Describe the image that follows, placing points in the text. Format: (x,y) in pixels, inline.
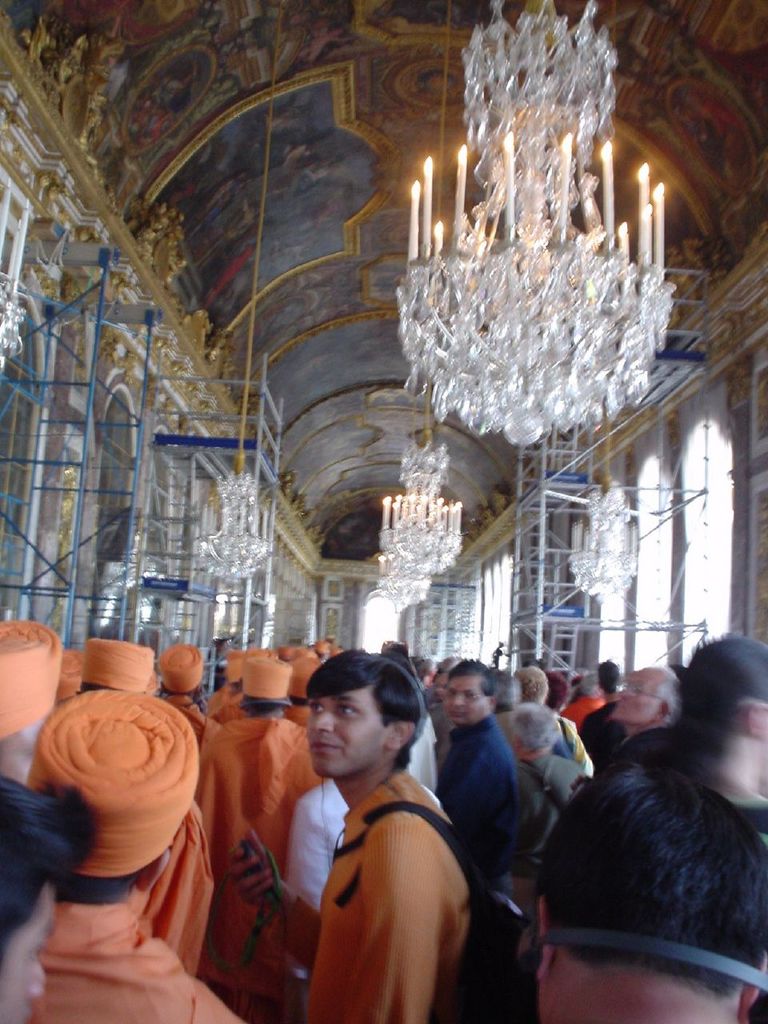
At the bottom of the image (299,844) we can see so many people (309,841). At the top of the image (339,58), we can see a roof (423,83), chandeliers (485,261) and candles (567,179). On the both sides of the image, we can see metal objects (26,560).
